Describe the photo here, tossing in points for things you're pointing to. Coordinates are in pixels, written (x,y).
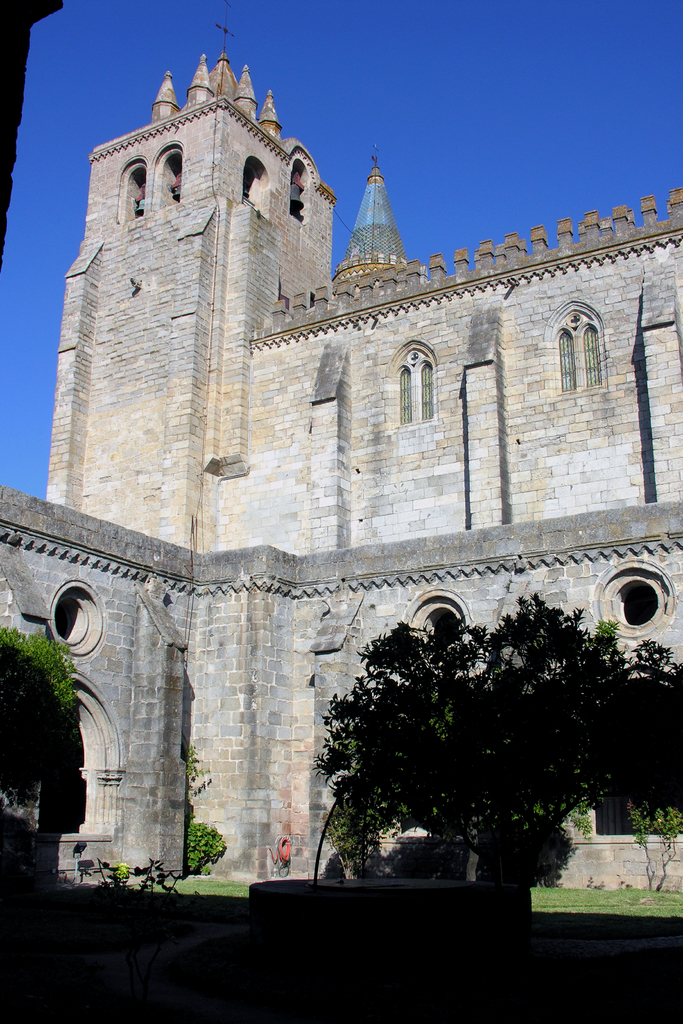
In this image we can see there is a tree (395,643) and back side there is an old house (525,325) and background (529,105) is the sky (526,114).
